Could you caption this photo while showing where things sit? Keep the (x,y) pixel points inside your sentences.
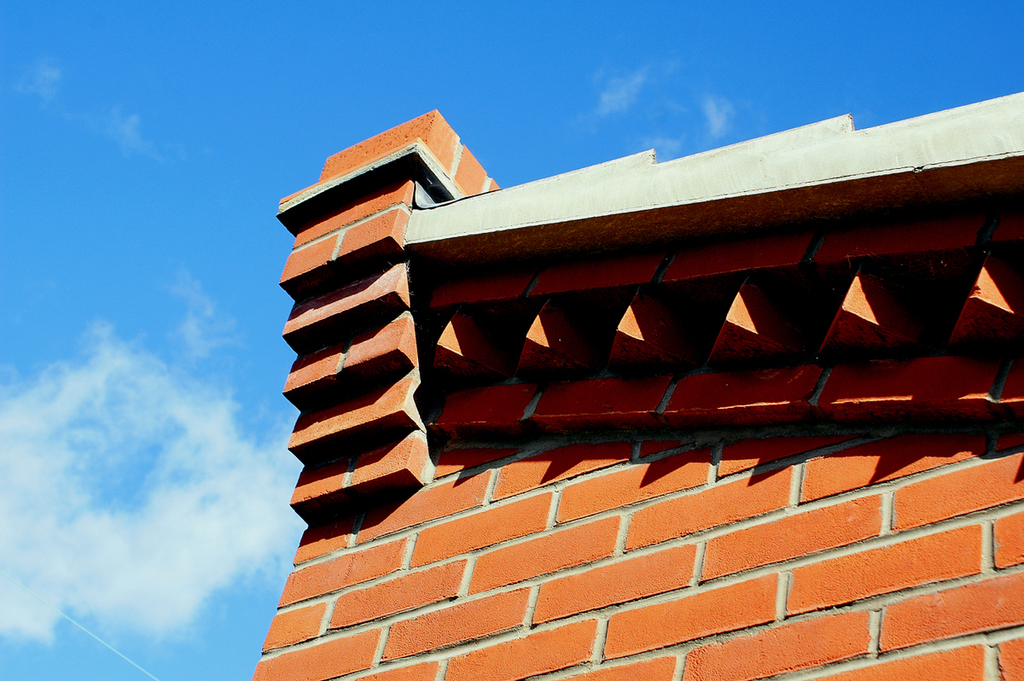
IN this image, we can see a brick wall (690,569). Background (886,86) there is a sky (484,66).
